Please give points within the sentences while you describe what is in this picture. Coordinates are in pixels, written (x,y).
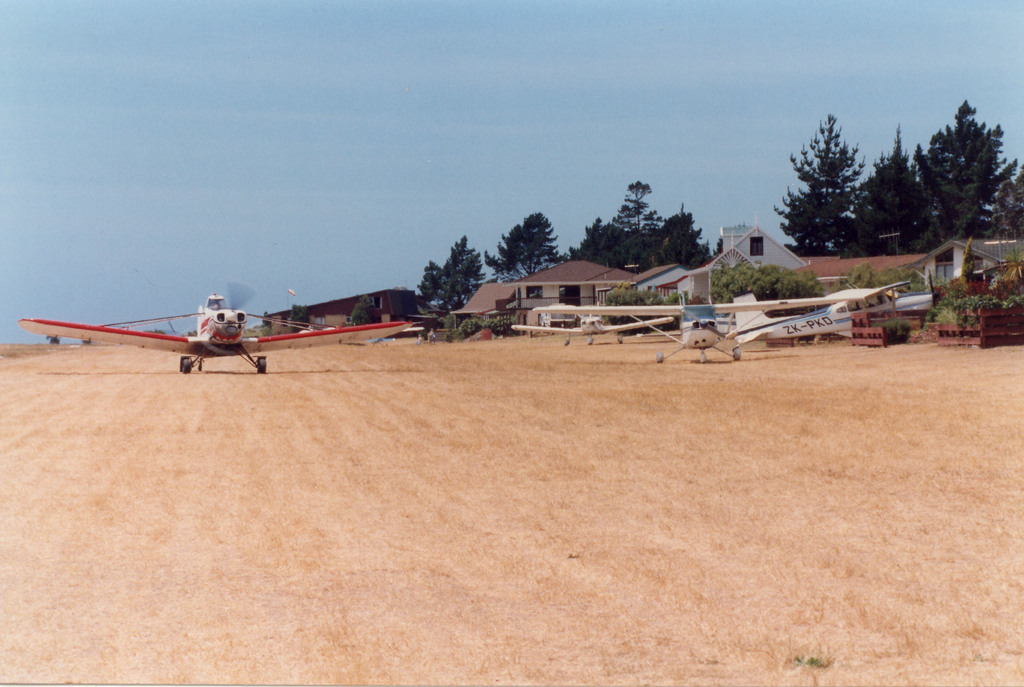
There are airplanes (712,307). Here we can see houses (558,283), plants (989,287), and trees (873,225). In the background (472,184) there is sky (300,187).
